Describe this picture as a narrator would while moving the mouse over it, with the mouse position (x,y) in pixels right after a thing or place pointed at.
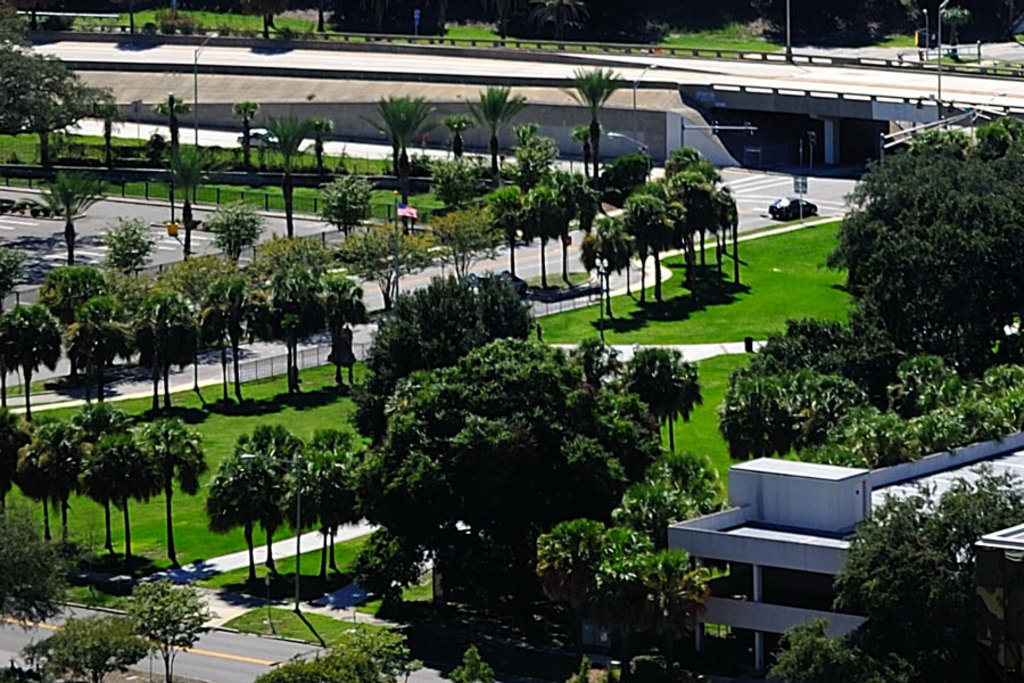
In this image I can see trees (687,511) in green color, a building (785,556) in white color, background (830,193) I can see few vehicles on the road (833,176), a traffic signal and I can see a bridge (604,55).
